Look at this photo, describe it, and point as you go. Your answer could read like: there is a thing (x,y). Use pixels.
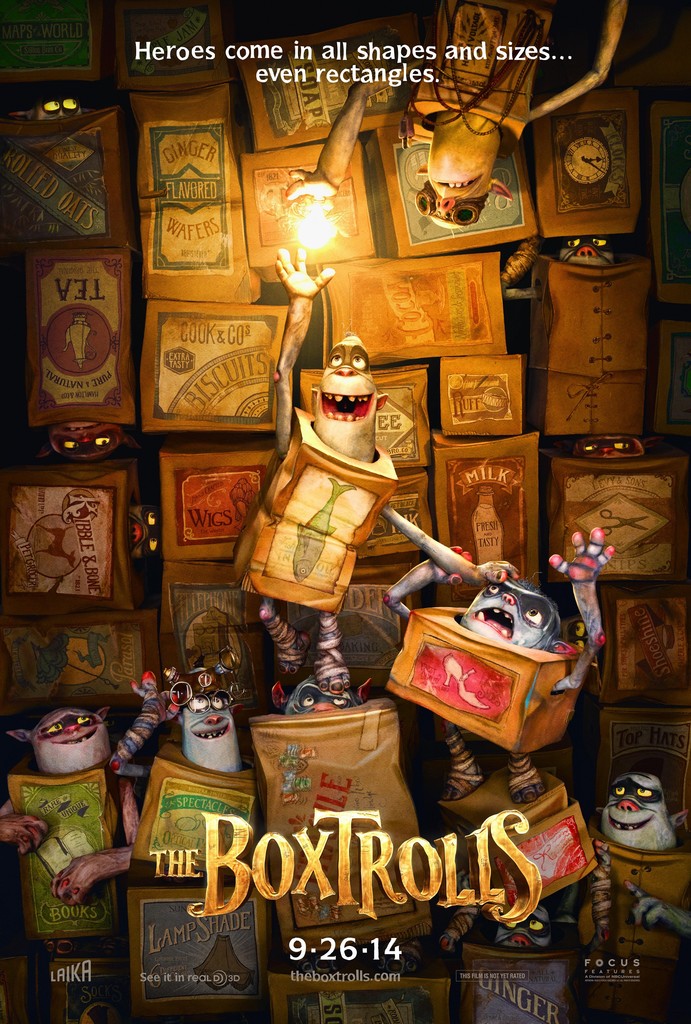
In this picture there are few toys (333,711) which has cardboard boxes (338,774) on their body (372,778) and there are some other cardboard boxes (261,190) in the background (393,351) and there is something written above and below the image.
